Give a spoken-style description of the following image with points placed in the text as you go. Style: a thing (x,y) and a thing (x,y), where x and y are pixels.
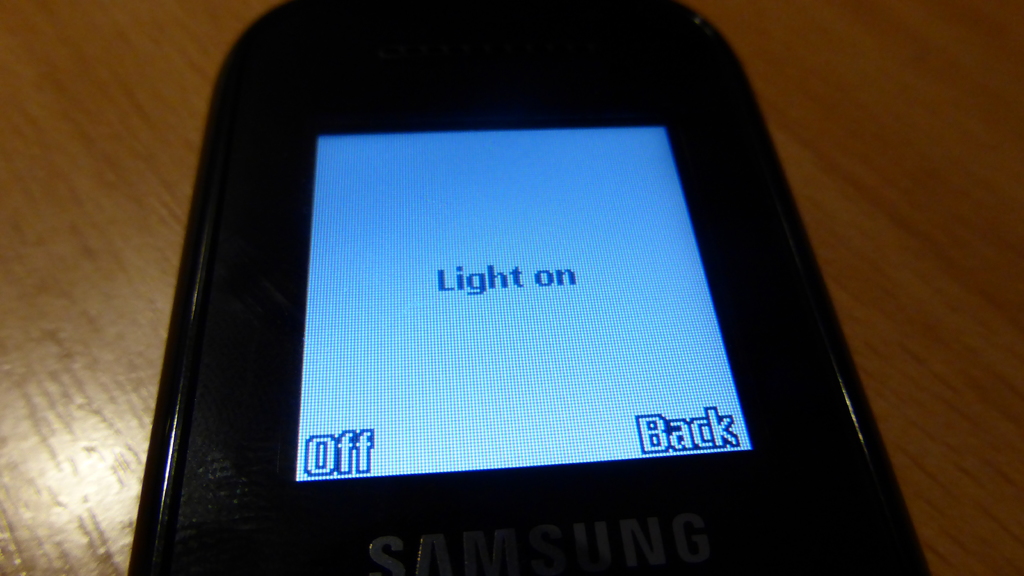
In this image I can see the mobile (535,397) on the brown color surface (53,257).
